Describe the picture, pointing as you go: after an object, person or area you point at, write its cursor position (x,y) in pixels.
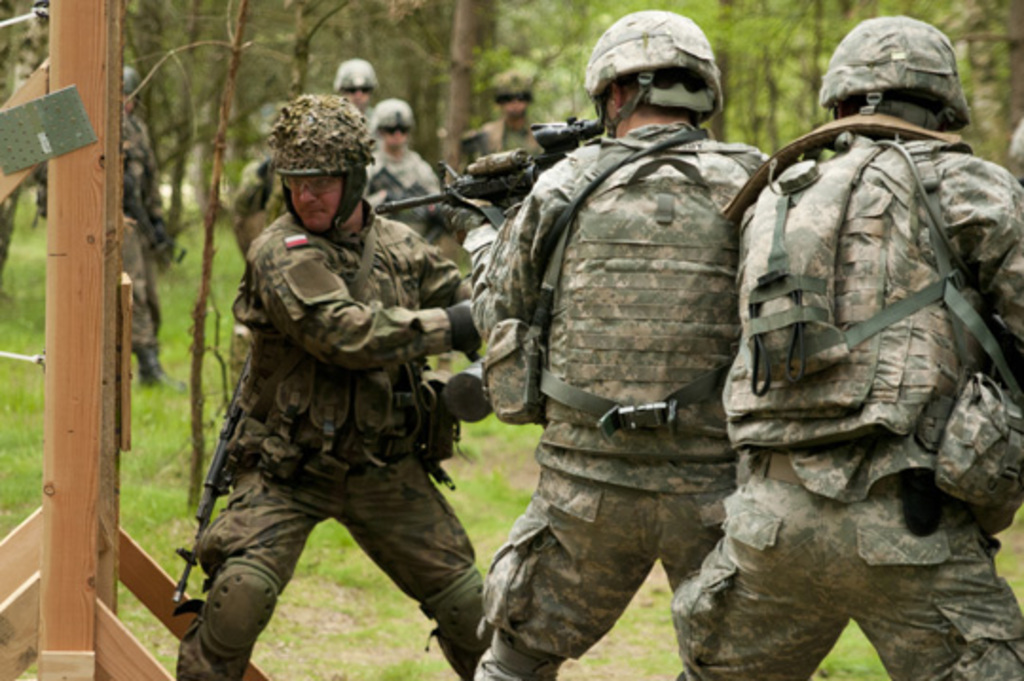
I can three people (473,332) standing. Among them one person (524,315) is holding a weapon (508,187). This looks like a wooden pillar (80,333). Here is the grass (182,528). In the background (351,81), I can see few people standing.
